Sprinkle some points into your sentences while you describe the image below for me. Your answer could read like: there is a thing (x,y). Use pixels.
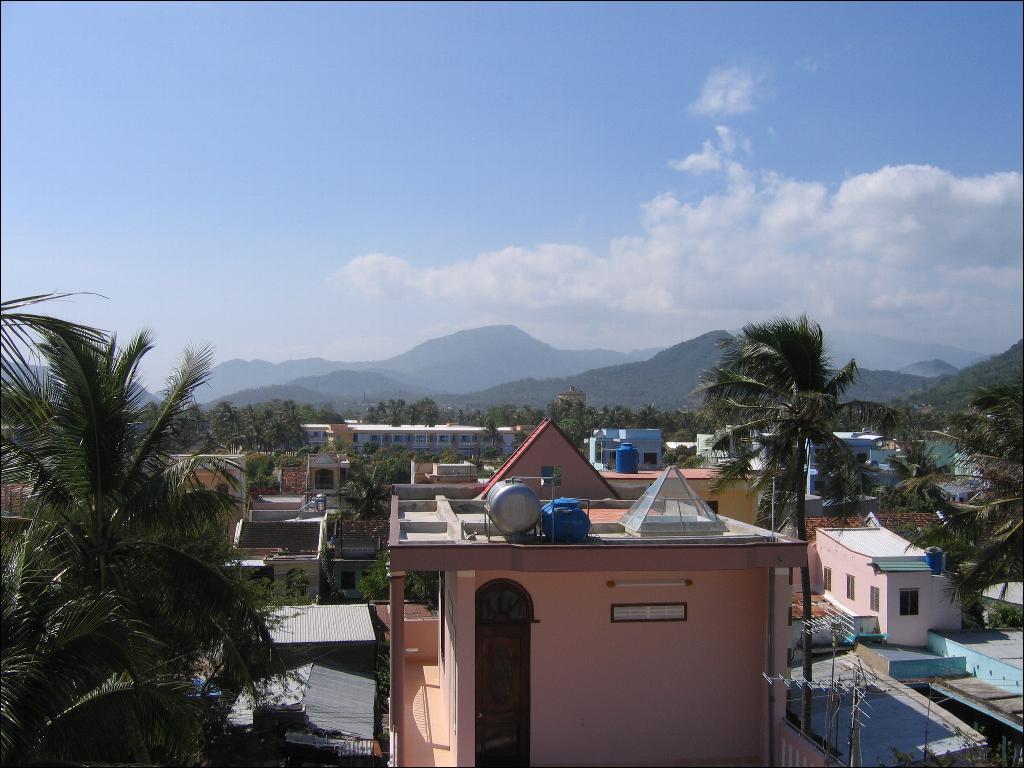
This image is taken outdoors. At the top of the image (292,195) there is the sky (624,231) with clouds (763,242). In the background (454,364) there are a few hills (587,371). In the middle of the image (409,438) there are many houses (488,637) and buildings (660,654) with walls (430,633), windows (906,591), doors (497,674) and roofs (478,542). There are many trees (261,459) with leaves (478,424), stems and branches (931,477).
